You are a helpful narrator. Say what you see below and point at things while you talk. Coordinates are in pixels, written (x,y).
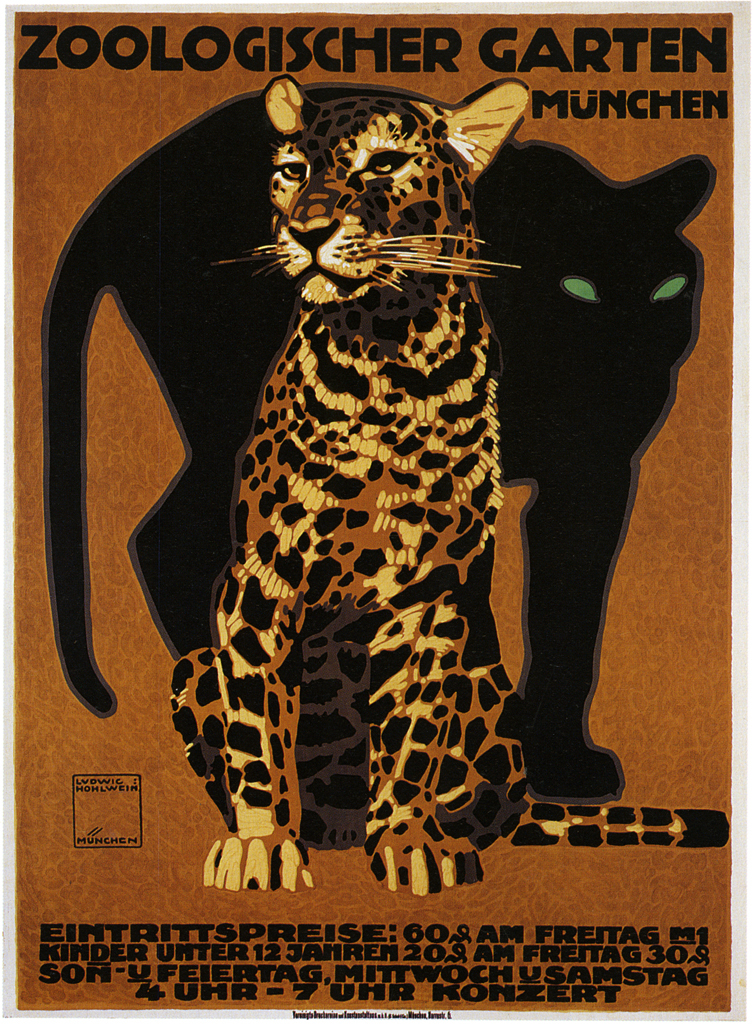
In this picture we can see a leopard (314,568), we can see some text (500,990) here.
